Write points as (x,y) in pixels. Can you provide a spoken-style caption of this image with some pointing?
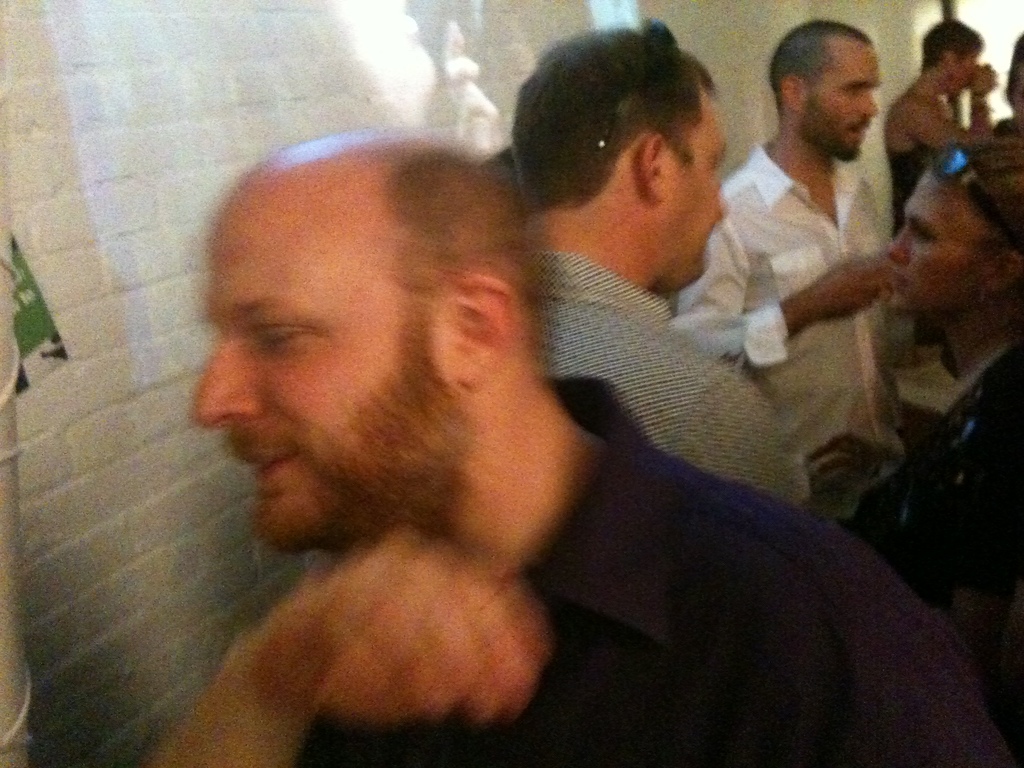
In this image we can see many people (587,303). Two persons (584,247) are keeping goggles (668,52) on the head (659,98). On the left side (150,102) there is a wall (321,108).
